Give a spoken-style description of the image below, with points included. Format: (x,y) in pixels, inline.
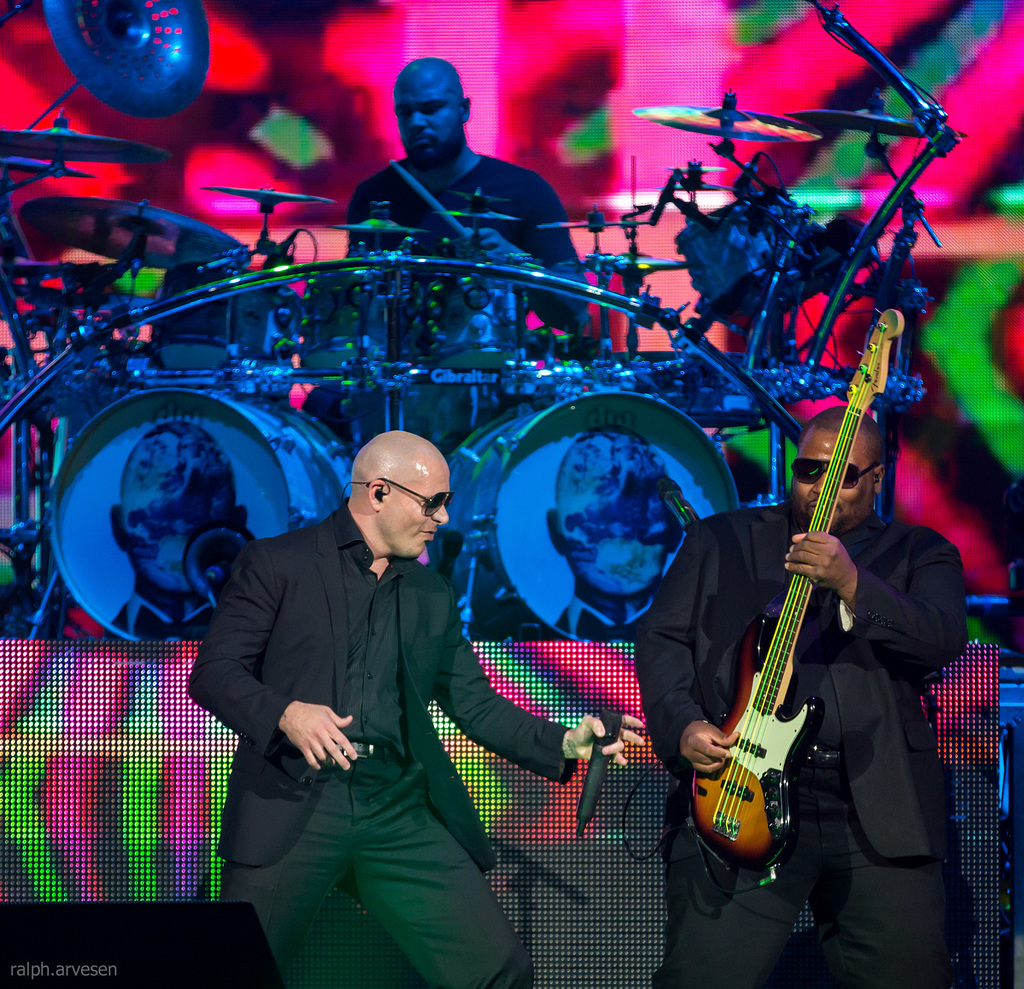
This picture is clicked in musical concert. Man (690,742) on the right corner of the picture (891,676) is holding guitar (737,832) in his hands (831,549) and playing it. Beside him, man (390,719) in black blazer (299,792) is holding microphone (588,787) in his hands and he is smiling. Behind them, man (474,243) in black t-shirt (456,179) is playing drums (598,408) and behind him, we see a colorful background (652,87).
